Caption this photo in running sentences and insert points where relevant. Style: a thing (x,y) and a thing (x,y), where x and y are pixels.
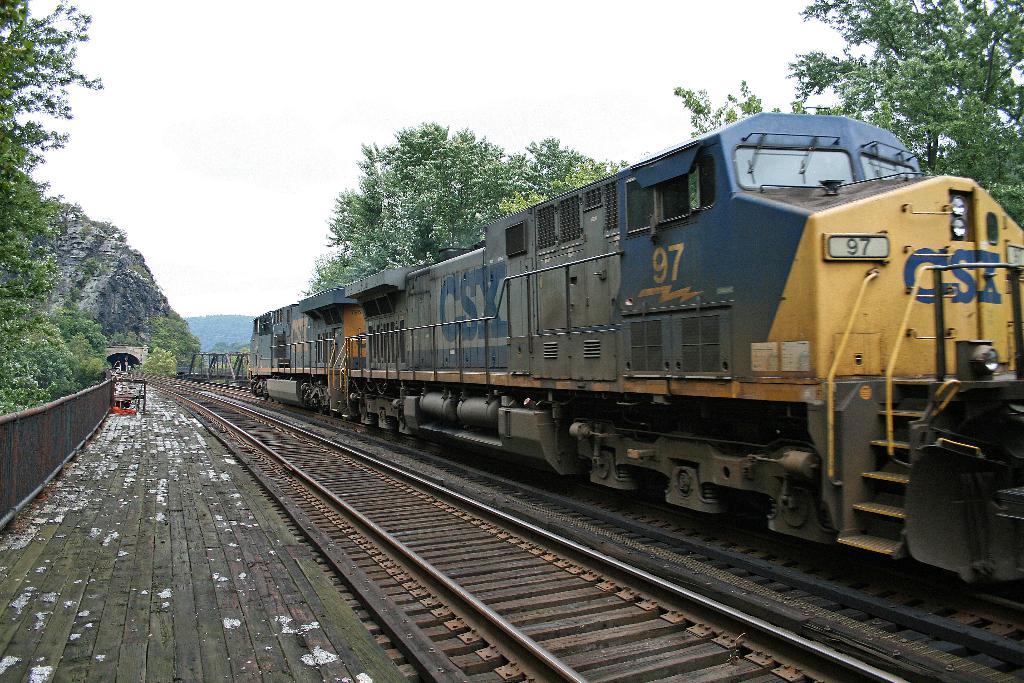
In this image I can see train (592,367) on a railway track (861,647). There are trees (30,322) on the either sides and mountains (123,330) at the back (123,316). There is sky (323,195) at the top (323,195).
